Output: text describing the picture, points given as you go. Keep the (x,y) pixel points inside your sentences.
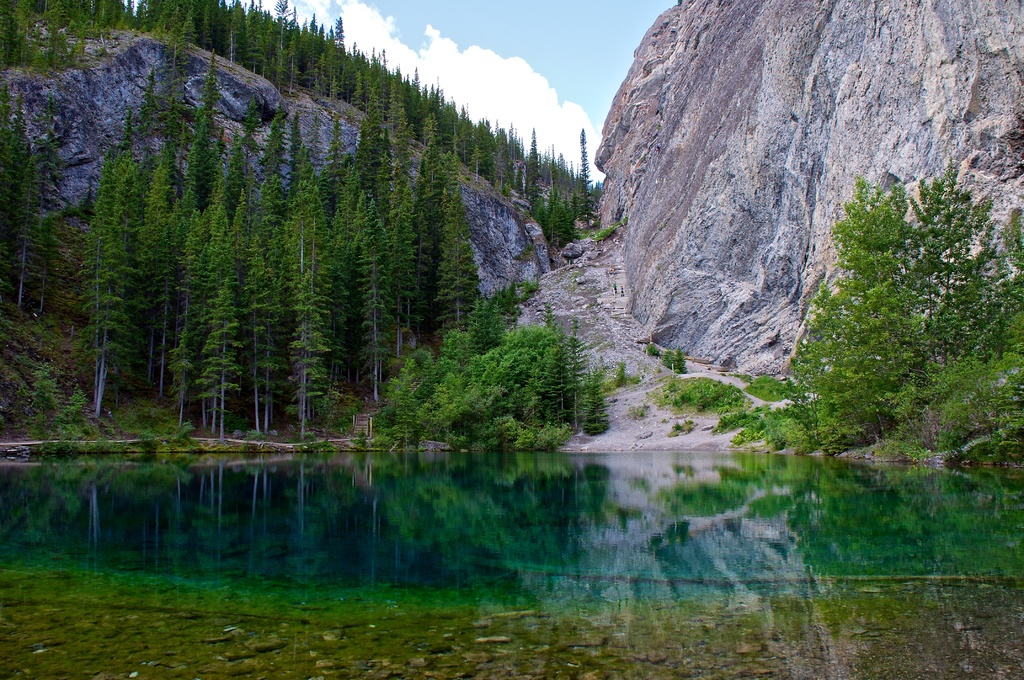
This picture is clicked outside. In the foreground (405,529) we can see a water body (901,489). In the center (542,366) we can see the trees (162,363) and plants (71,400). In the background (596,23) we can see the sky (582,50) with the clouds (485,81) and we can see the trees (403,123) and the rocks (976,57).
